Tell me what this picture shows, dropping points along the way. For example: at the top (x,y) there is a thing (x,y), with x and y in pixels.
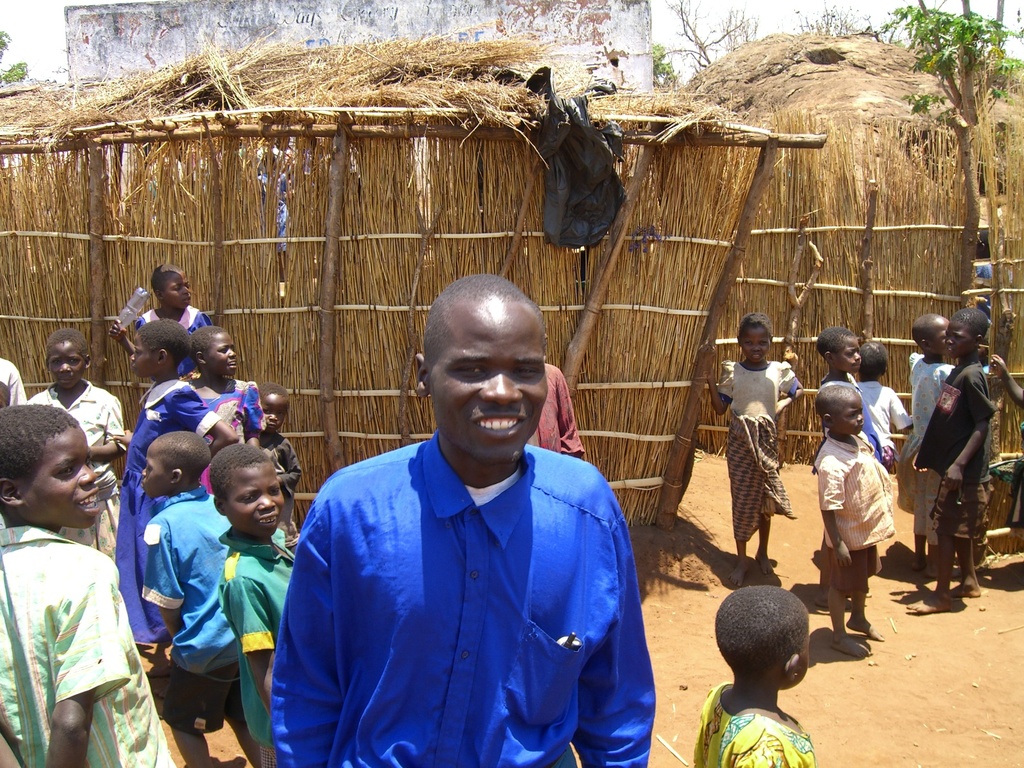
In this picture we can see a group of people (439,647) standing on the path (710,641) and behind the people (153,418) there are wooden poles (746,223), wall (449,10), sky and other things (6,98).
